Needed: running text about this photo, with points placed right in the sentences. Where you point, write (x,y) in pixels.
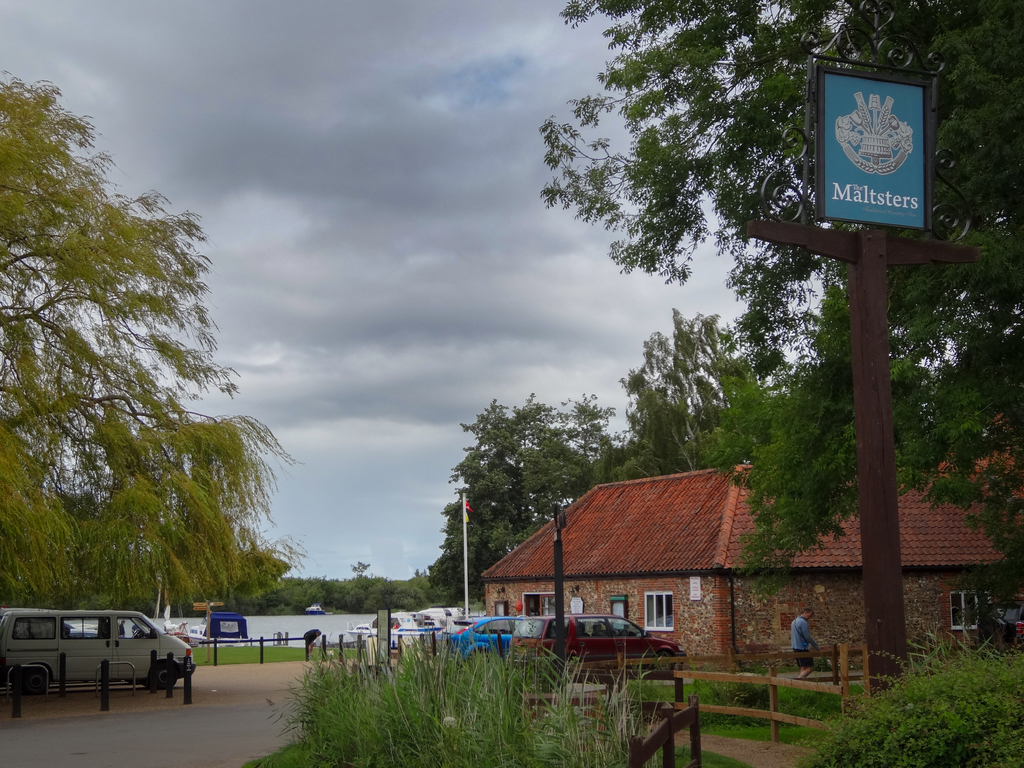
On the right side of the image (884,144) there is a board (853,157). There are plants (966,674). There is a wooden fence (666,712). On the left side of the image (104,676) there are poles (187,677). There are vehicles (481,622). There is a person (793,629). Behind him there is a house (718,596). In the background of the image (427,527) there are trees (63,522) and sky (374,304).
